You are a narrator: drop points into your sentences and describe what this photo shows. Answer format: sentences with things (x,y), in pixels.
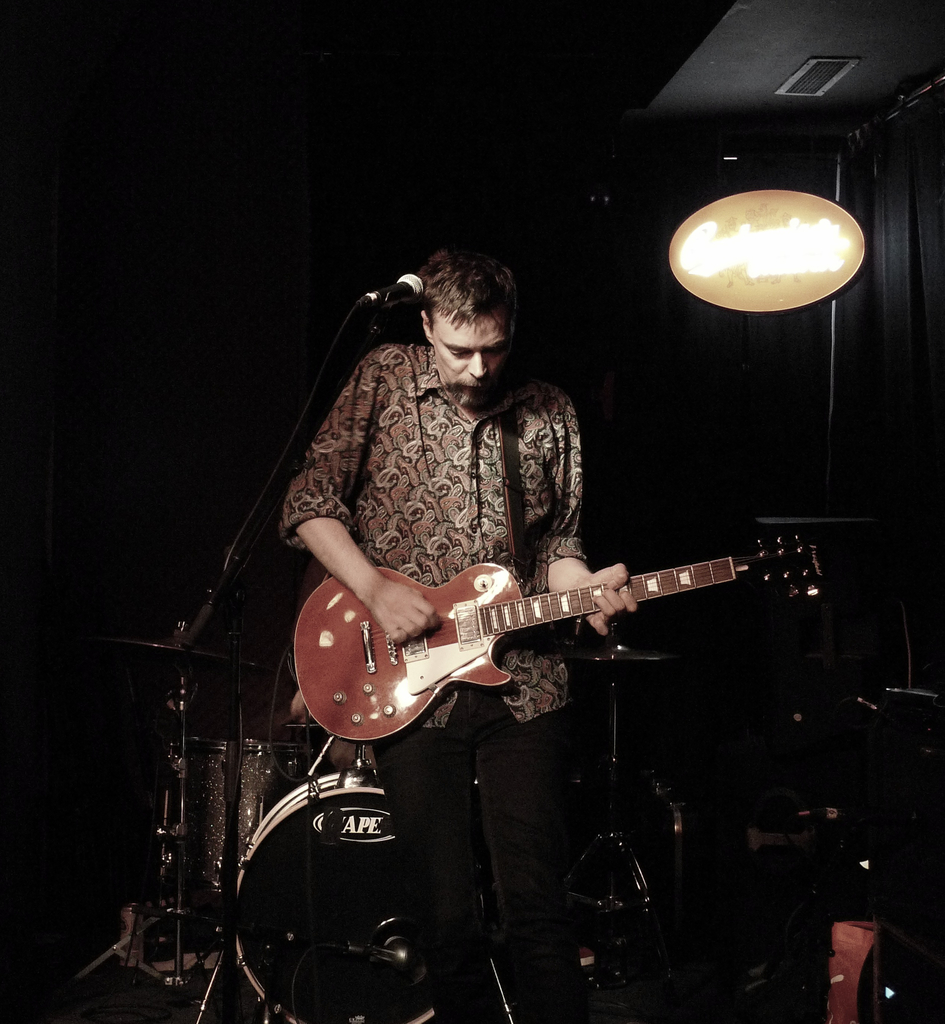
The picture consists of one man (552,673) standing wearing brown shirt (437,531) and black pant (451,776), playing guitar (451,586) in front of the microphone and behind him there are drums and black curtain (754,487) with some board (773,295) on it.
